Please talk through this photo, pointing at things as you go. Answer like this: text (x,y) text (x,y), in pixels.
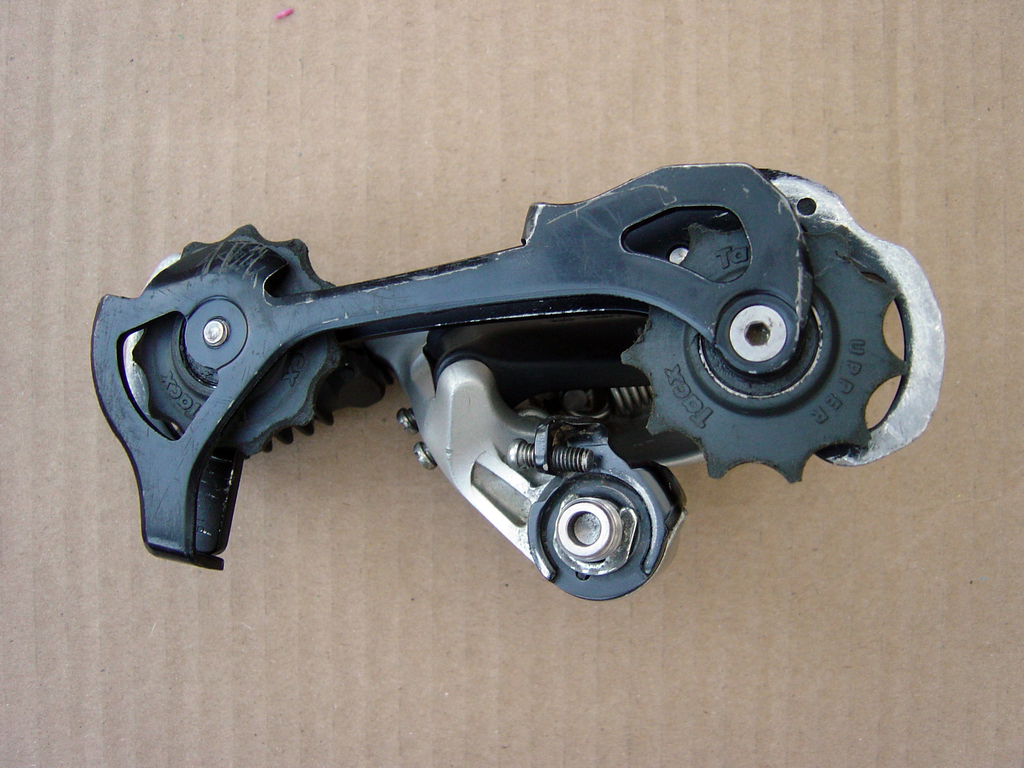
The picture consists of an instrument (552,333) looking like a gear (166,380) or a tool (569,328) on a cardboard sheet (79,256).
